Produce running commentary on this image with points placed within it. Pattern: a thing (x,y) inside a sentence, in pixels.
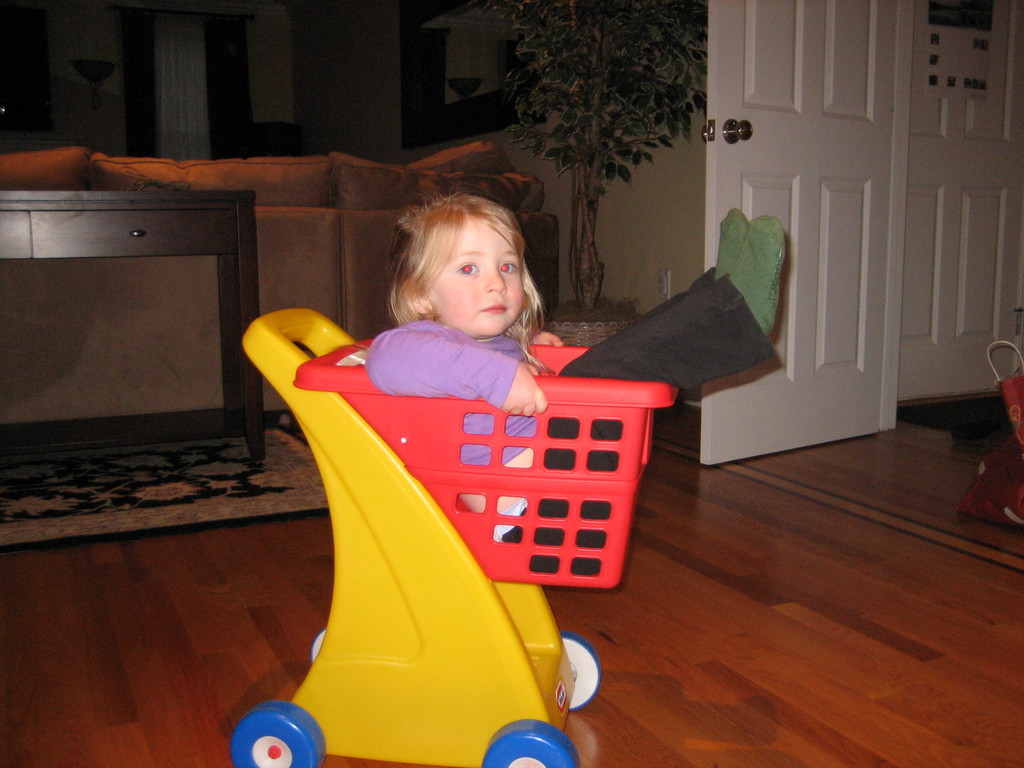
In this image there is a girl (499,379) sitting in a toy basket (441,579) and in background (339,276) there is table (89,240), couch (322,228), pillow (469,181), plant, door (863,119), carpet (90,497).
